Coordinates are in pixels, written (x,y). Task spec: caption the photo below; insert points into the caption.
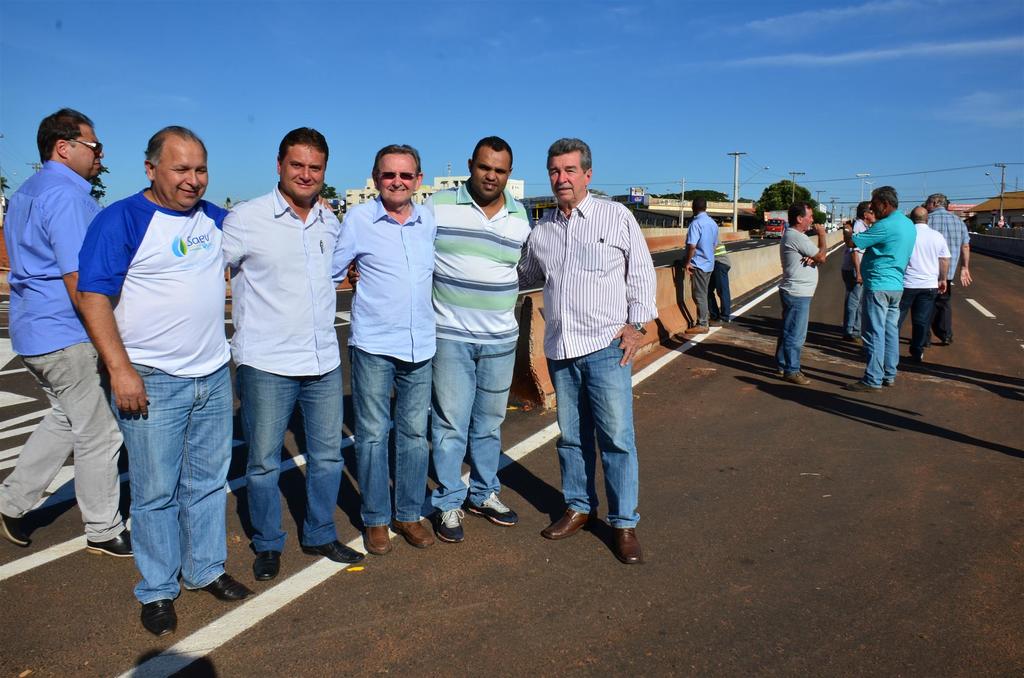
In this image there are people (437,473) standing on the road (773,528). In the background of the image (793,182) there are current poles (737,202) with wires (814,182). There are buildings (663,209), trees (702,194) and sky (591,36).
